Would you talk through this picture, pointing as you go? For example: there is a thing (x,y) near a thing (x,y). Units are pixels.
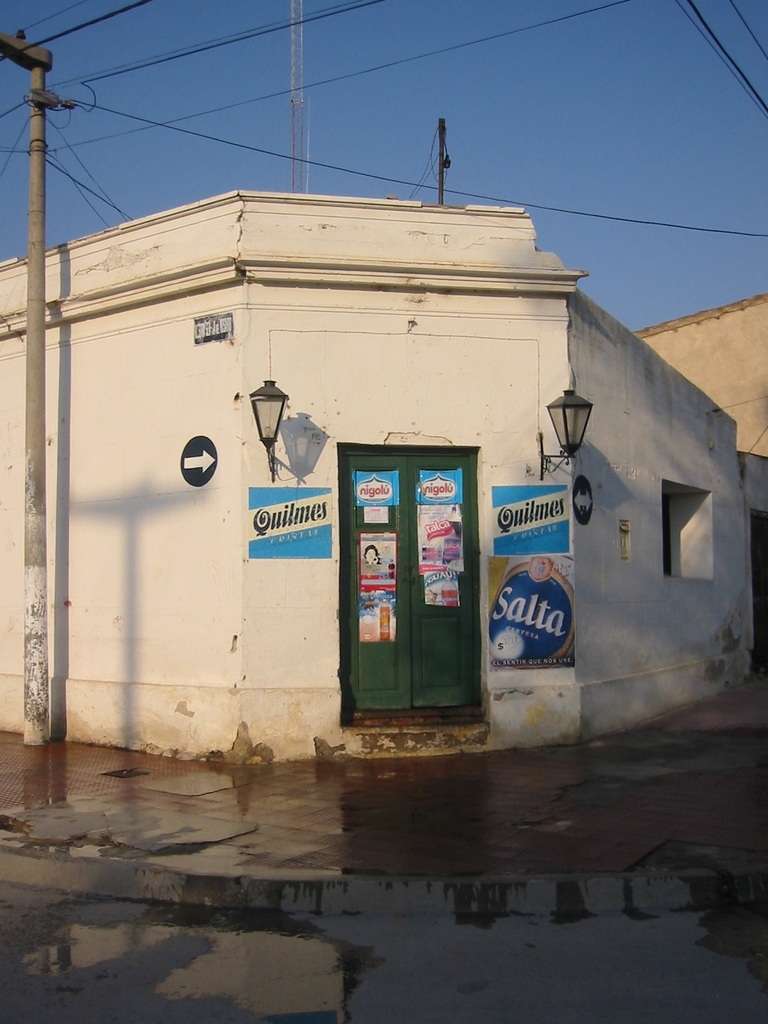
In this image I can see a building (521,308) with doors (414,493) and two lamps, some sign boards (249,492) and stickers (373,498) on the wall (295,277) and doors (408,634) with some text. I can see a pole (35,720) with some electrical wires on the left hand side (32,89). I can see another pole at the top of the image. At the bottom of the image (214,946) I can see some water (205,935) on the ground (46,783).
